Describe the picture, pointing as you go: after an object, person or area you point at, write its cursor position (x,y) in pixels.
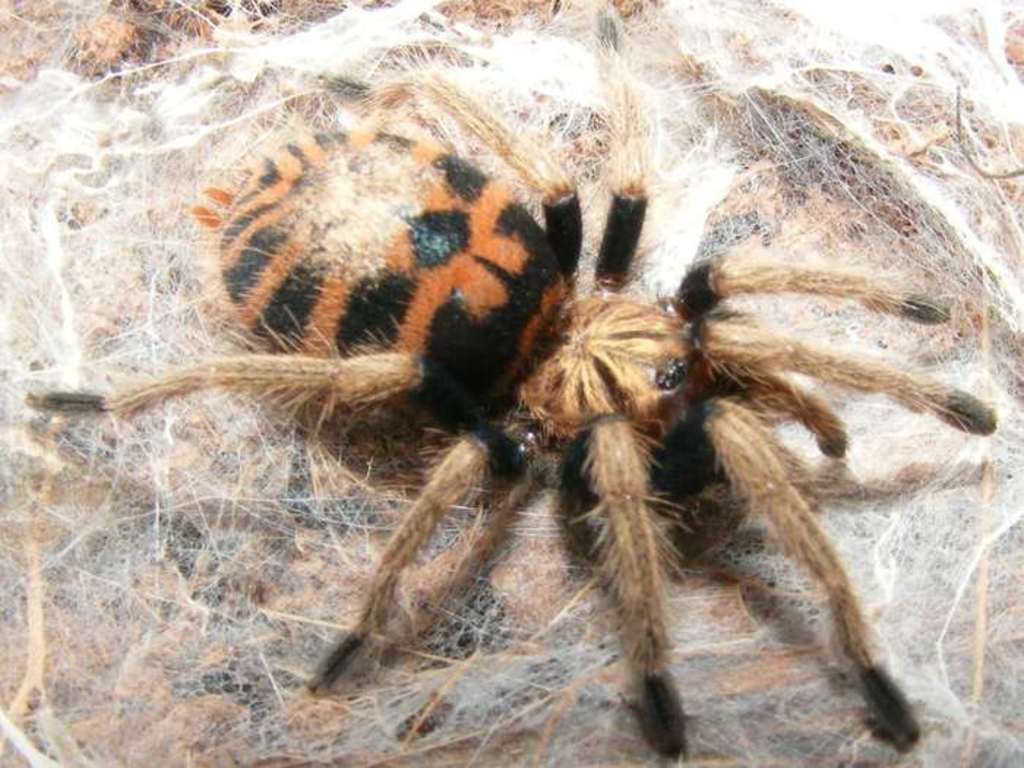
There is a brown and a black spider (442,331) on a web (55,172).
